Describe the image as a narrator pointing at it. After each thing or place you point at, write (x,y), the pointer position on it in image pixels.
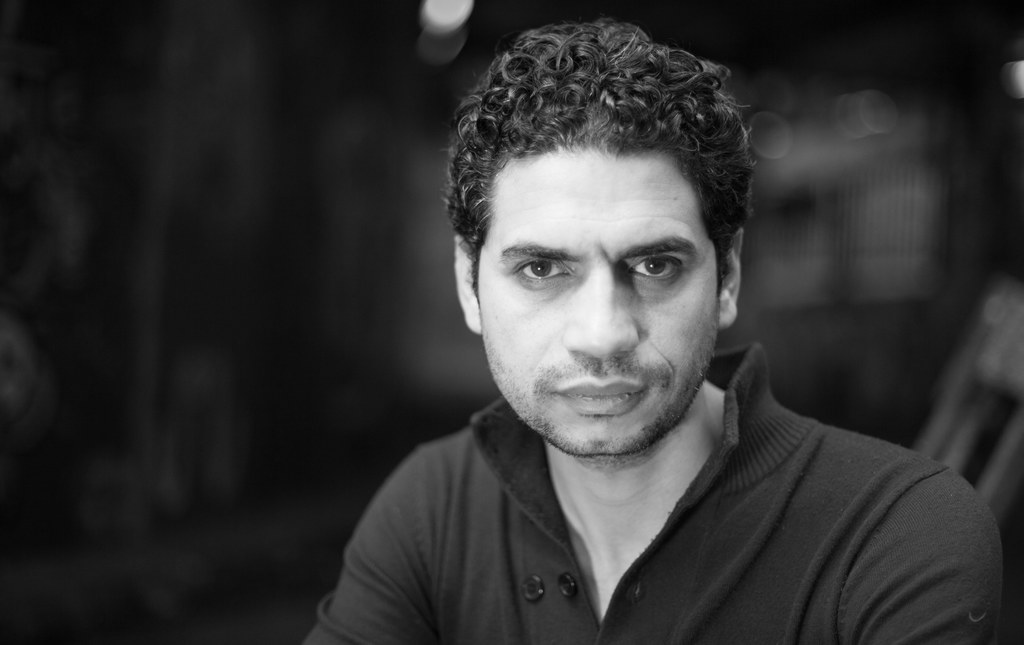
In the image we can see there is a man (600,453) and the image is in black and white colour.
